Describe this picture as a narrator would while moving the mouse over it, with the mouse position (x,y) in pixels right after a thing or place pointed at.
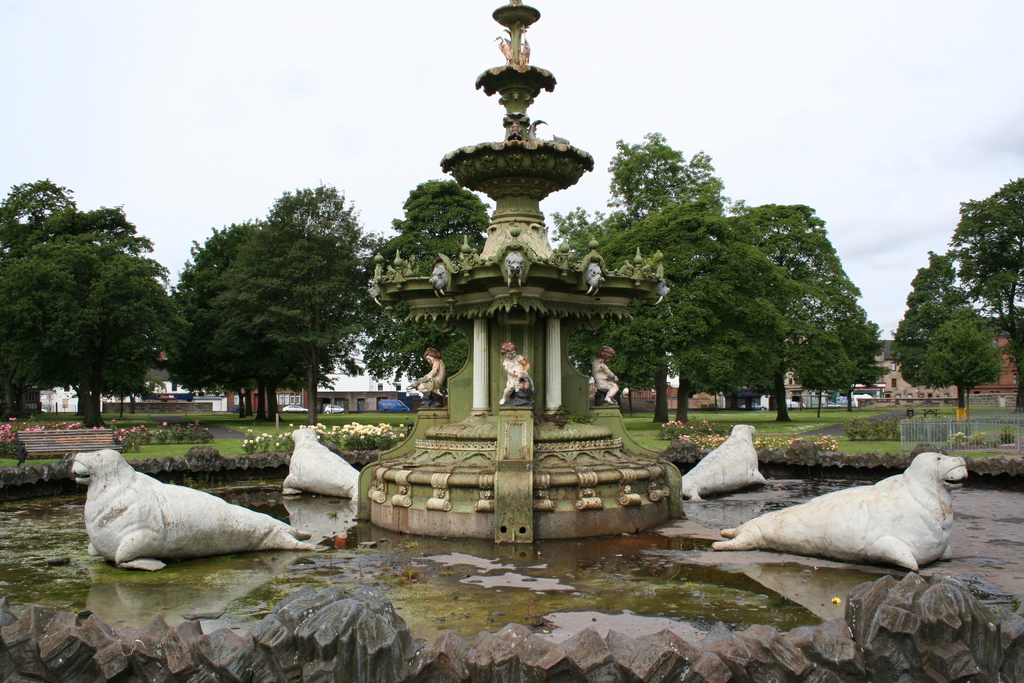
This picture is clicked outside. In the foreground (195,522) we can see the sculptures (858,509) of the sea lions (713,461) and the sculptures (439,386) of the persons (518,378) and we can see a fountain (533,242), the sculptures (517,273) of animals (592,280) and some other objects (510,299) and we can see the water (663,584). In the background (191,97) we can see the sky (188,120), trees (290,366), buildings (335,392), vehicles (385,405), green grass (774,428), plants (373,423), bench (107,433) and many other objects (935,428).
